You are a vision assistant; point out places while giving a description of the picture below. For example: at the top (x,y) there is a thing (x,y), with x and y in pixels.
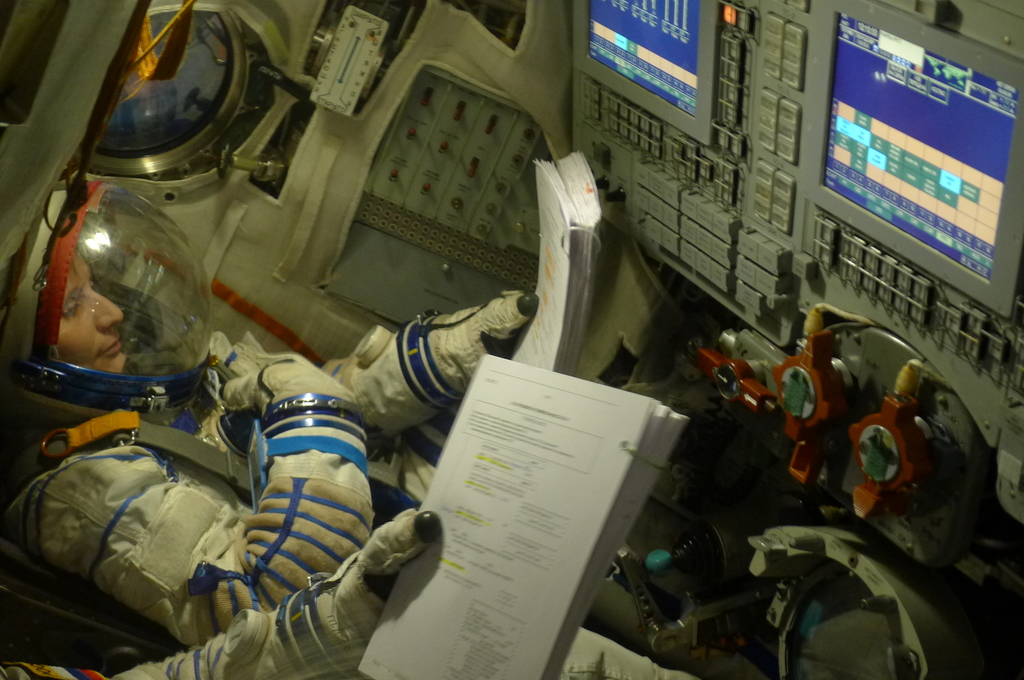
In this image there are some spaceman's (48,310) holding books (400,583), in front of them there are some machines (977,240).
